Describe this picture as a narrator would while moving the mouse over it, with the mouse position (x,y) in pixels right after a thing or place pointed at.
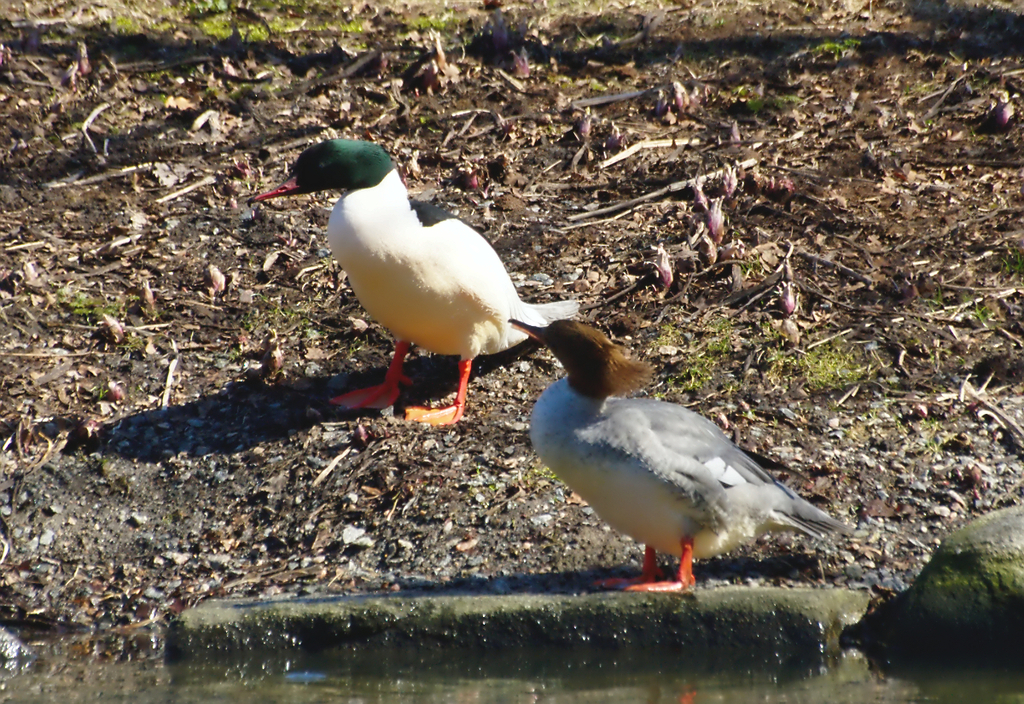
In the picture we can see the black soil surface (570,243) with some dried leaves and on it we can see two ducks (677,498) are standing, one is white in color with a green color head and one is with brown color head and near it we can see a part of stones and water (70,687).
